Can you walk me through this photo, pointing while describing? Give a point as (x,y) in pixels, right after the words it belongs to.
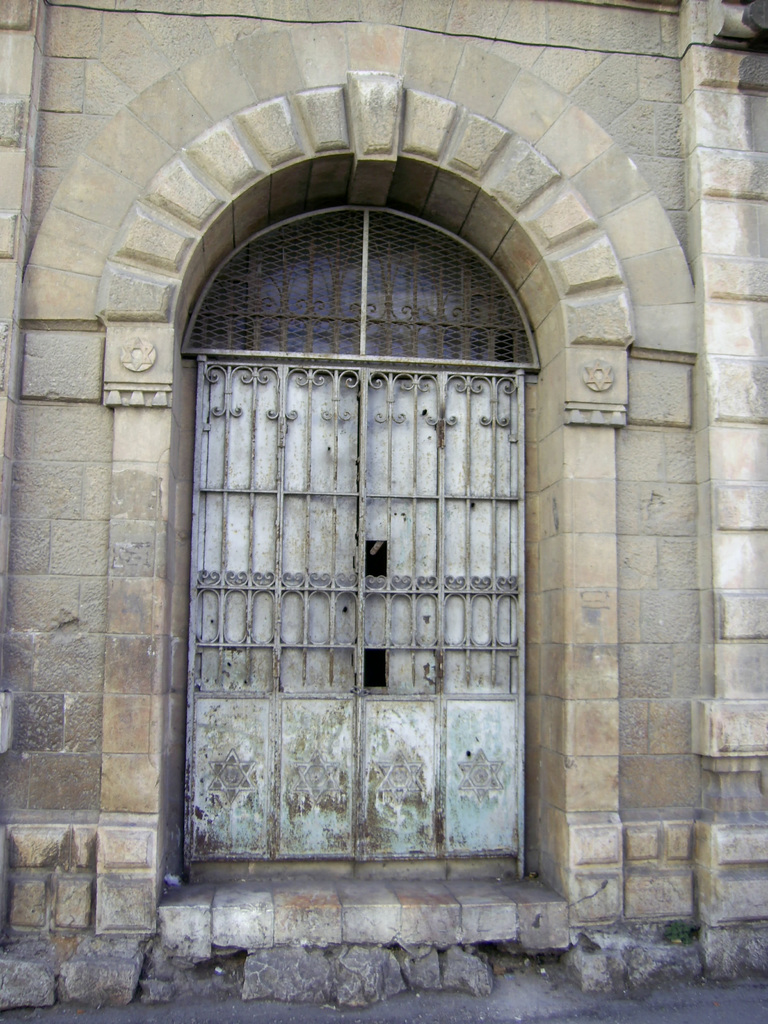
In this image in the center (468,425) there is one building (585,444) and door (456,708), at the bottom (590,972) there are some rocks (393,977).
